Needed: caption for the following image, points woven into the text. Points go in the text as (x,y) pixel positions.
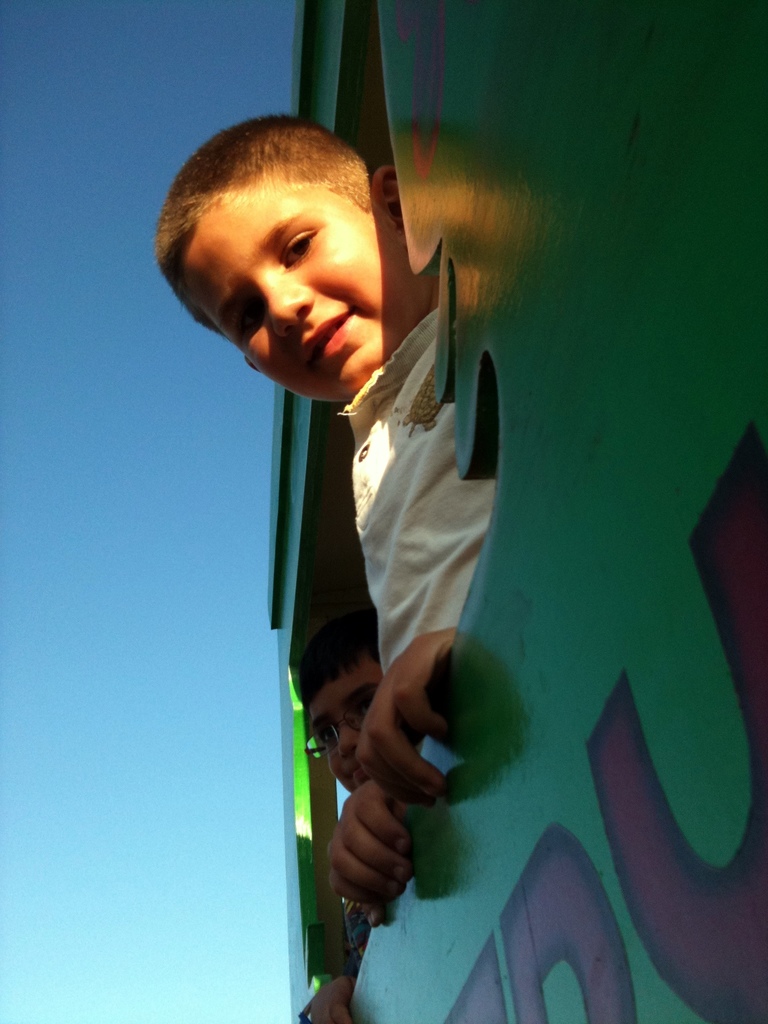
In this picture there are boys (364,791) and we can see text (574,907) on board (451,927). In the background of the image (81,430) we can see the sky (140,278).
